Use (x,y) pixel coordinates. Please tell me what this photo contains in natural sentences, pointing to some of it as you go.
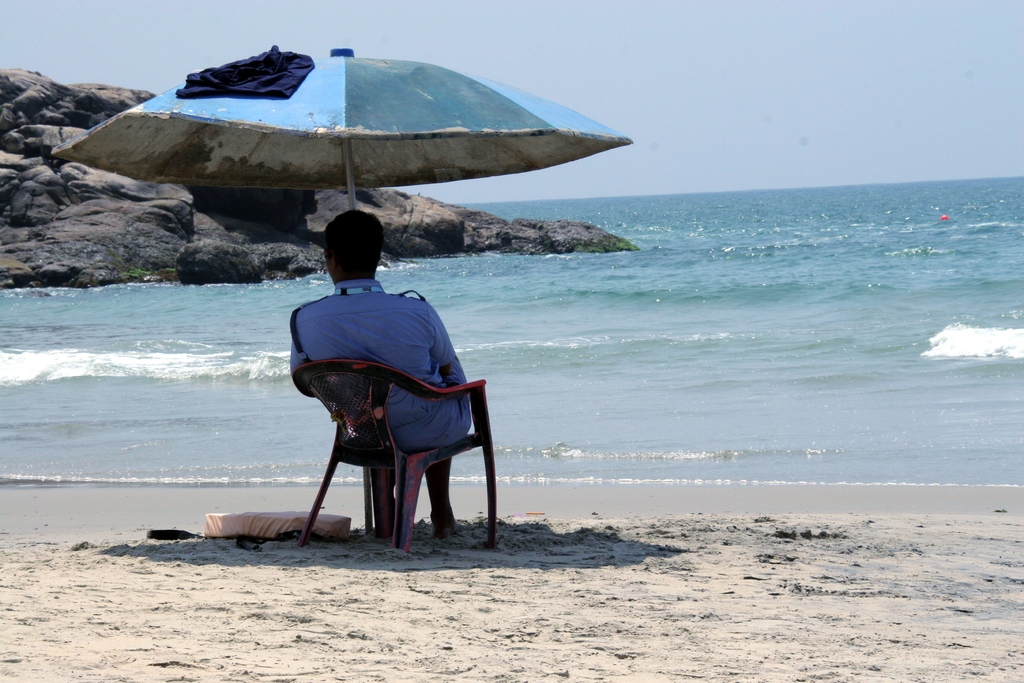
In the foreground (435,431) I can see a person (431,374) is sitting on a chair (409,483) under the umbrella hut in front of the ocean (658,317) and a rock (191,220). At the top (624,116) I can see the sky (727,46). This image is taken may be on the sandy beach (619,502).
